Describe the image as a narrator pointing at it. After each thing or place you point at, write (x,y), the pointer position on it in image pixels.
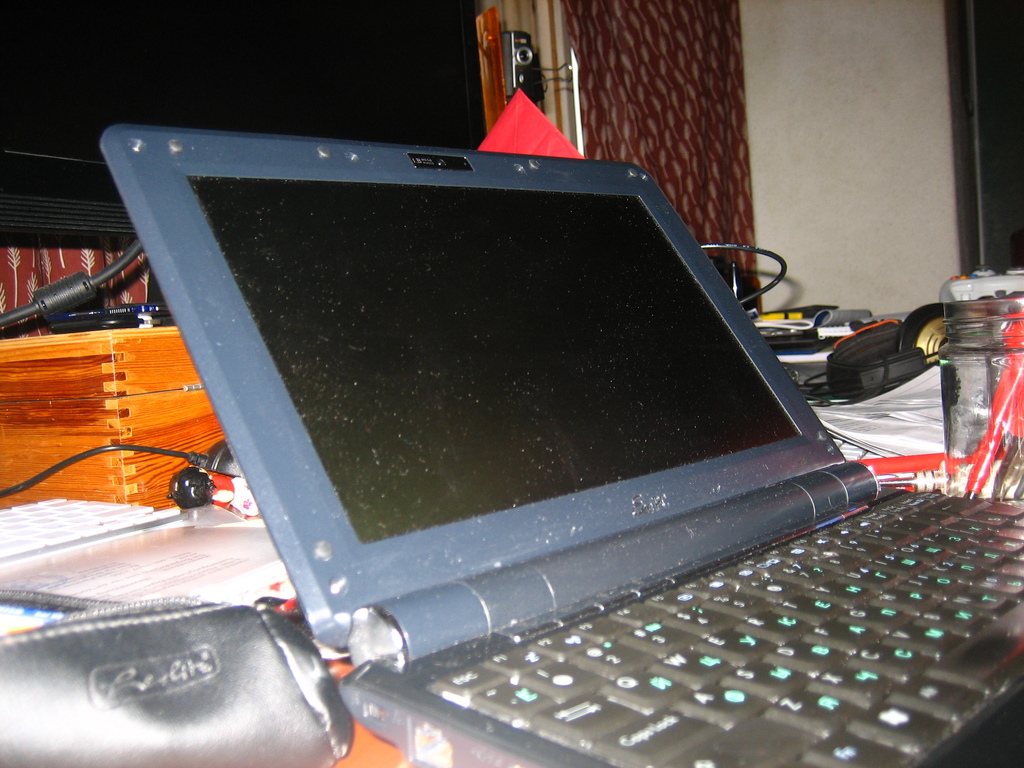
This picture is clicked inside. In the foreground (477,337) we can see a laptop (501,642), a pouch (171,642), keyboard (133,524) and some other items (214,528) are placed on the top of the table (824,367). In the background (517,38) we can see a device (520,54) and the wall (871,75) and some other objects (970,115).
